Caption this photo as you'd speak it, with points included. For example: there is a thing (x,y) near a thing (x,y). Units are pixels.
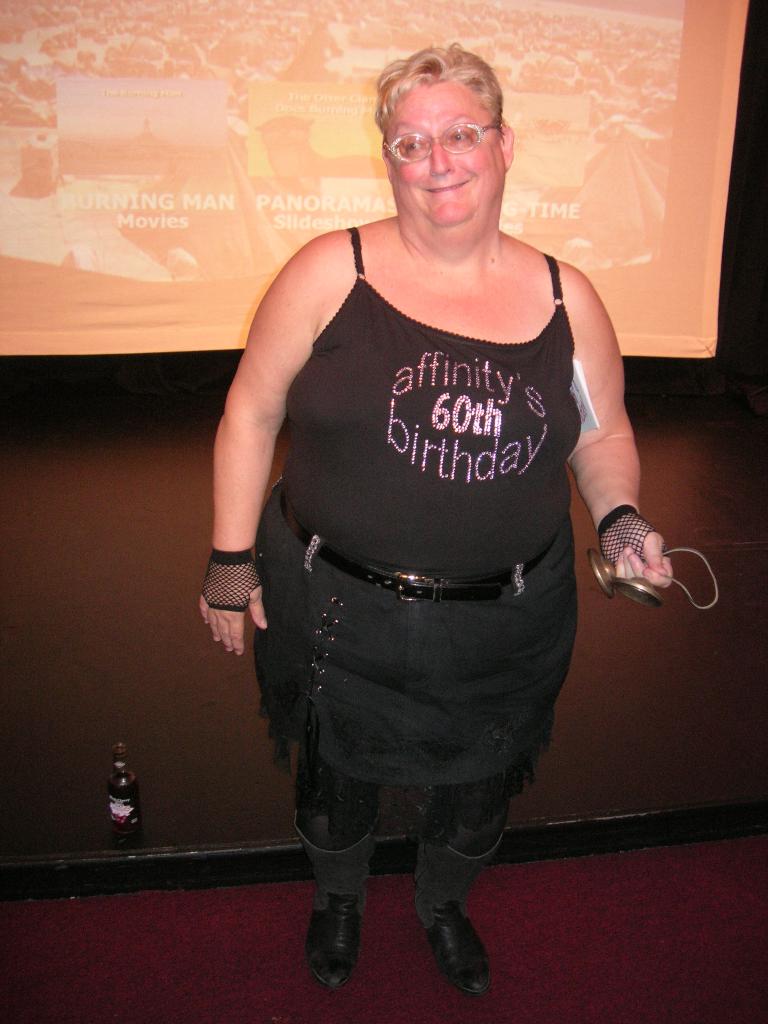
In this image we can see a person (391,361) standing on the floor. In the background (360,31) there are display screen (218,277) and a beverage bottle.
